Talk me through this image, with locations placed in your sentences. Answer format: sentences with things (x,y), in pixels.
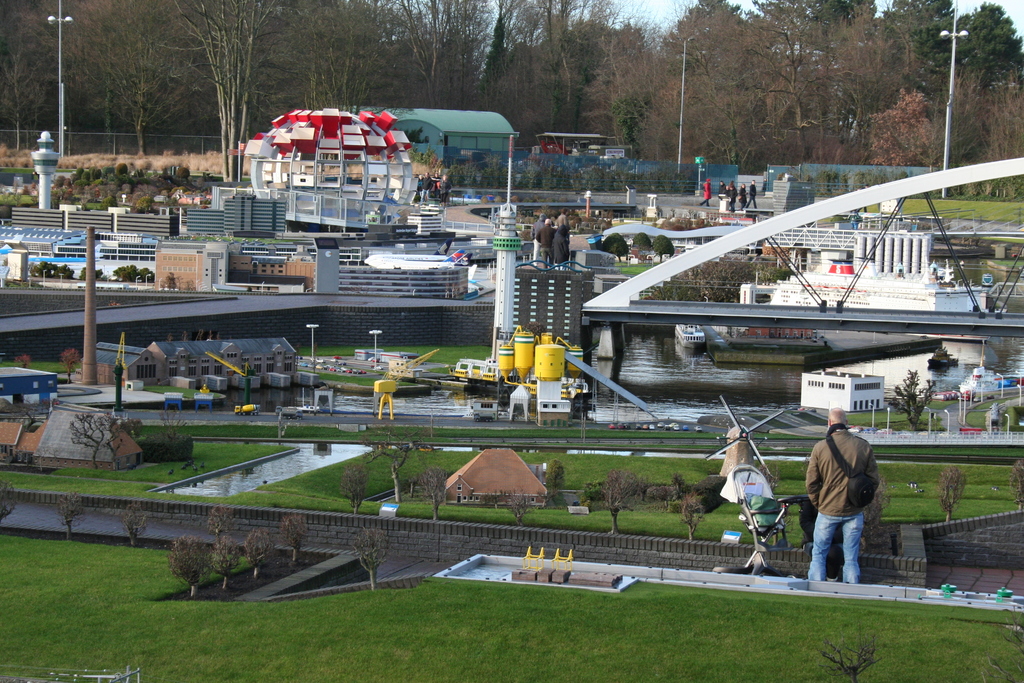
As we can see in the image there is grass (578,612), water (316,456), bridge (756,317) and at the top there is sky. There are buildings (561,300), plants (599,502), trees (426,52), few people (729,191) and boats (793,293).
